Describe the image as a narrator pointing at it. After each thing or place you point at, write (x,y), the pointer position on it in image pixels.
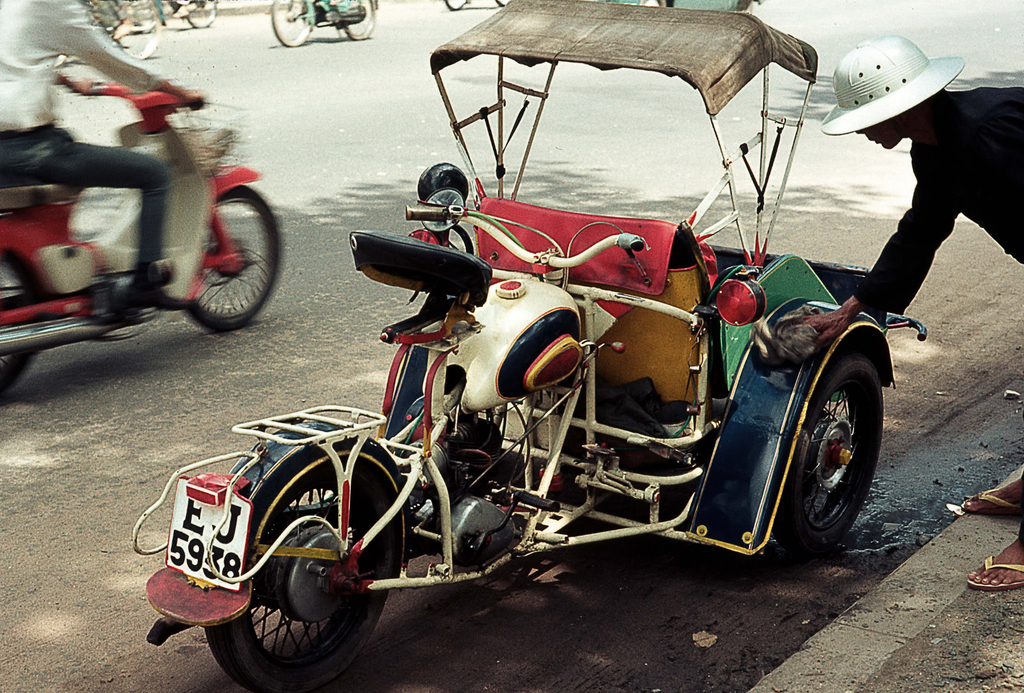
In this picture there is a motorbike (449,180), the person (887,280) is cleaning it and there are many other motorcycles (11,375) going on the road (285,47).
